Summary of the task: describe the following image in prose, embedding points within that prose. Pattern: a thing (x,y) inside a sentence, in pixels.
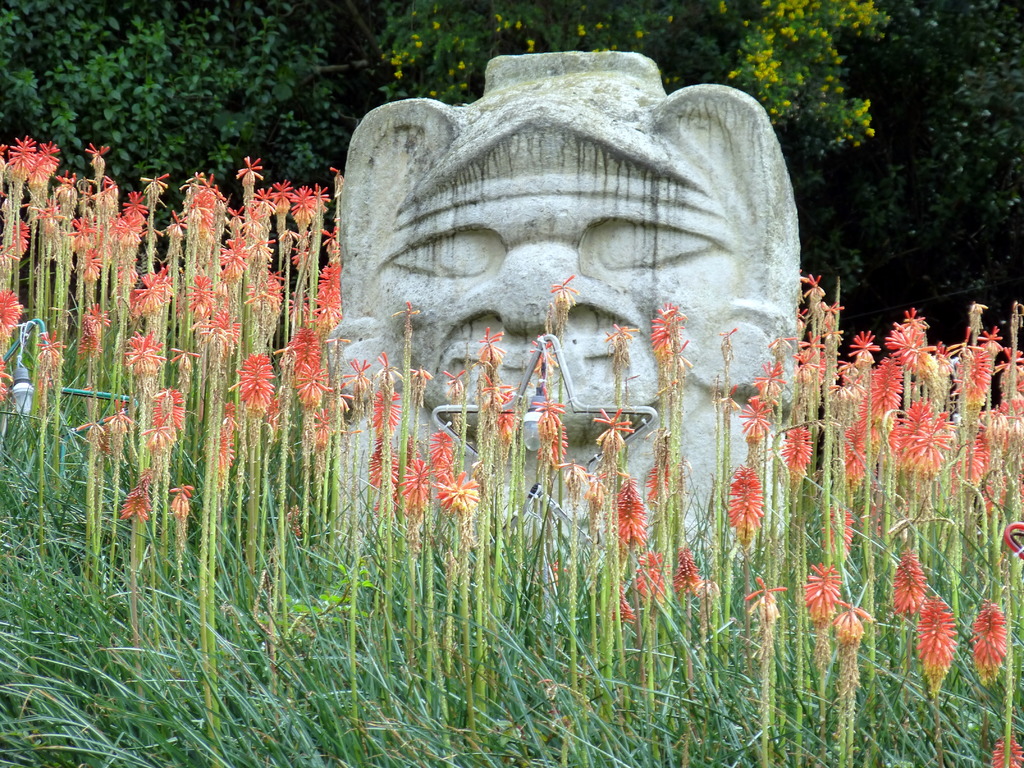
In this image there are plants (348,502) light (443,421), sculpture (470,429), in the background (169,146) there are trees (799,68) with flowers (801,25).
